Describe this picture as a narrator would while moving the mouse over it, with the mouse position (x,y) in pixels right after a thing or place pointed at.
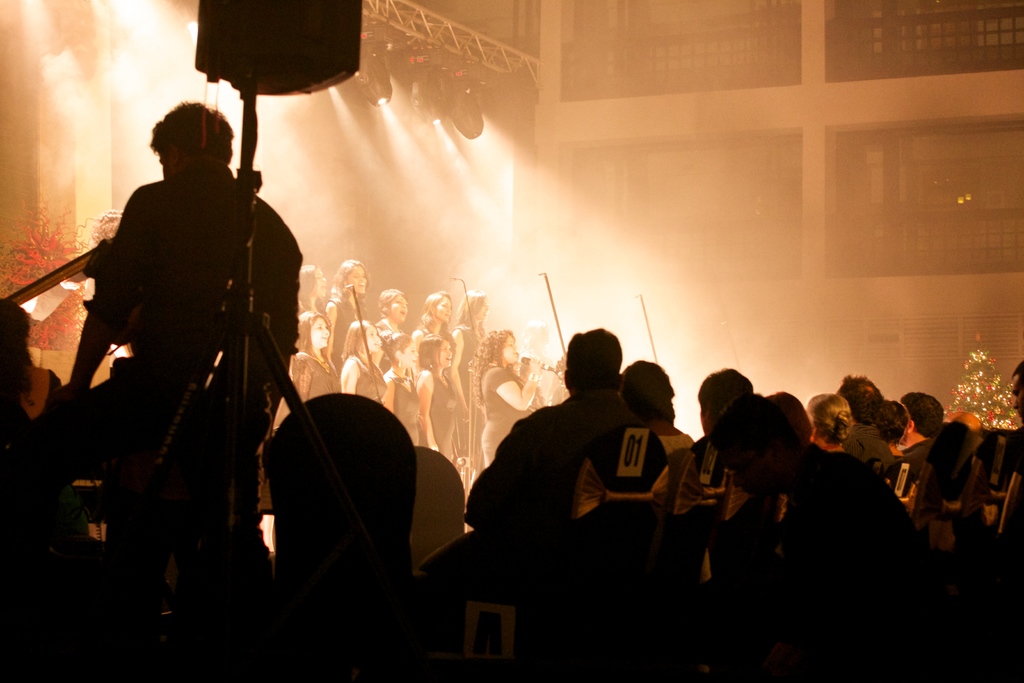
In this image I can see there are group of persons (454,402) standing and some of them are playing a music, at the top (413,132) I can see focus of light (587,259) and the wall (628,148).
